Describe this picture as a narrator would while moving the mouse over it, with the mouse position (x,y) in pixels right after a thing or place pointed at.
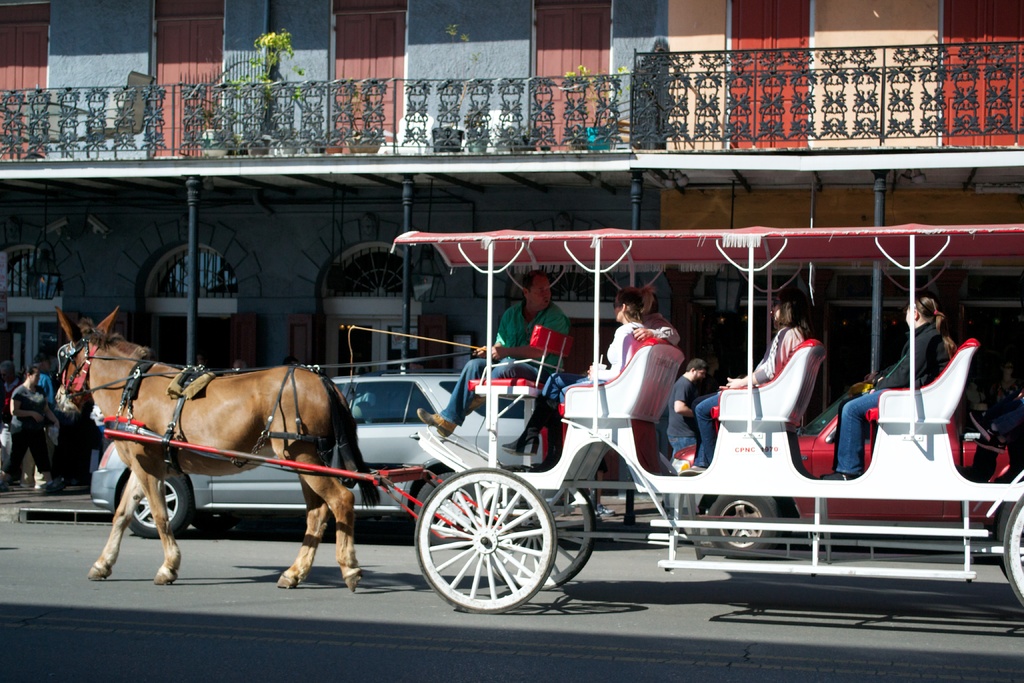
This is the picture of a road (724,604). In this image there are group of people (1012,403) sitting on the cart (572,507) and there is a horse (217,403) walking on the road (375,549). At the back (419,455) there are vehicles (400,504) on the road (368,569). There are group of people (48,361) standing at the back (683,415). At the back (47,331) there is a building (441,196) and there are plants (592,91) and there is a chair (52,124) behind the railing (648,99). At the bottom (330,585) there is a road (347,589).
